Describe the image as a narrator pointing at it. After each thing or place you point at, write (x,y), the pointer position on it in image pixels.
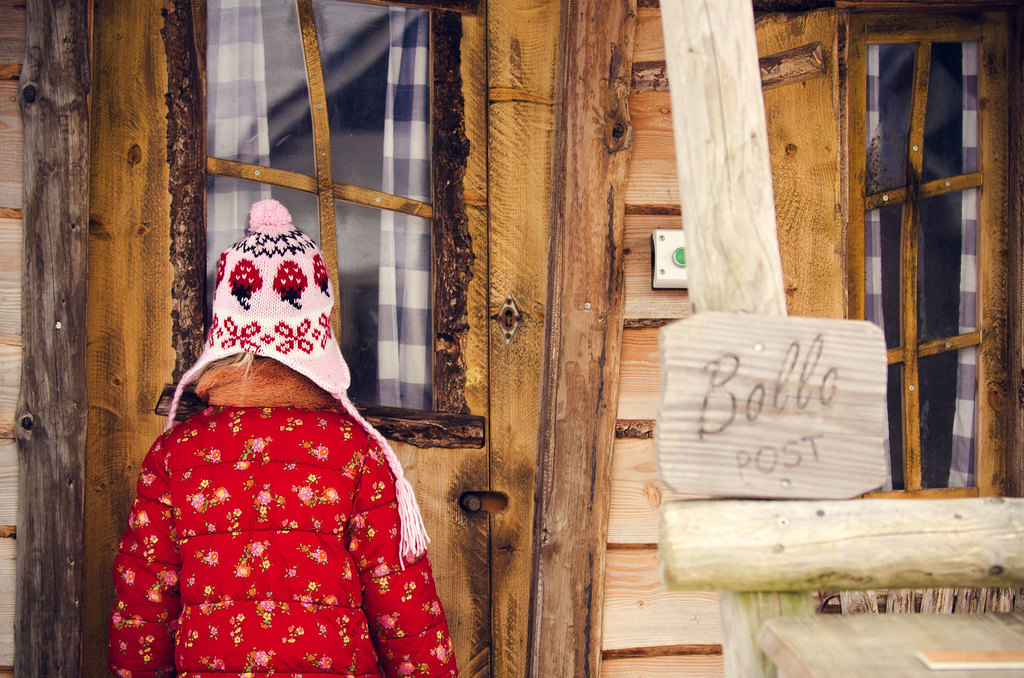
In this image we can see a person (284,347) wearing cap (300,360) and coat (234,559). On the right side of the image (784,424) we can see a board (806,379) with some text (804,396) on it and some poles (801,569). In the background (1011,446), we can see a building (521,174) with window (335,217) and doors (346,225), curtains (258,108) and a switch (663,263) on the wall (678,213).
